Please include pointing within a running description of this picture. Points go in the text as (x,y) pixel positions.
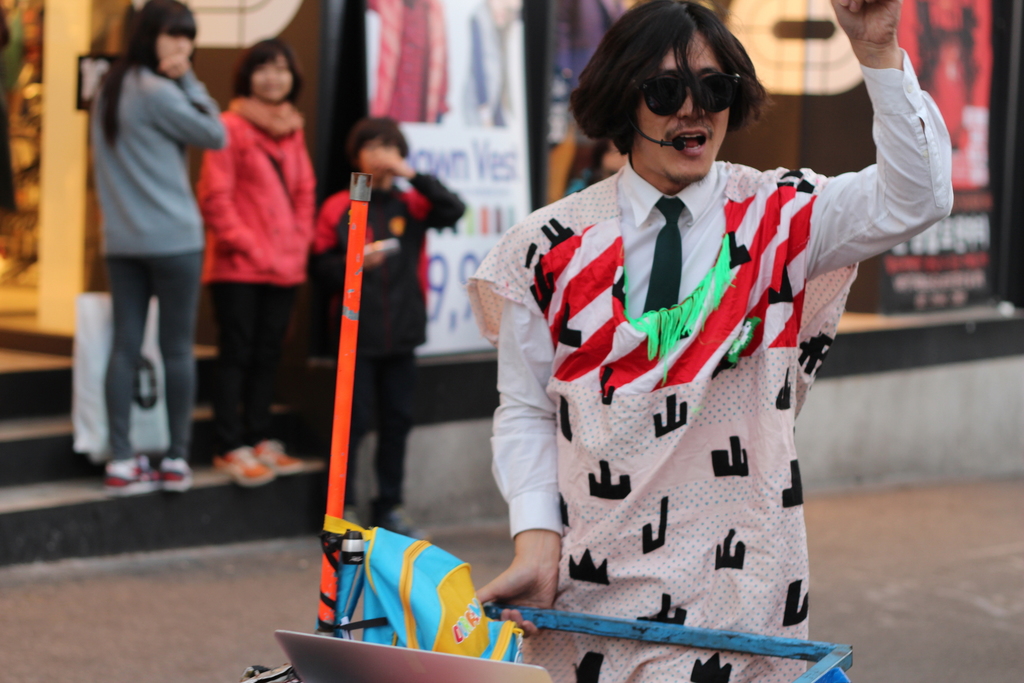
In this image we can see a person (624,241) wearing goggles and mic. And the person (687,525) is holding something. Also there is a bag (455,632). In the background (212,189) there are few people (212,189). Also there are steps (47,381). And we can see a banner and a glass wall (801,128).
